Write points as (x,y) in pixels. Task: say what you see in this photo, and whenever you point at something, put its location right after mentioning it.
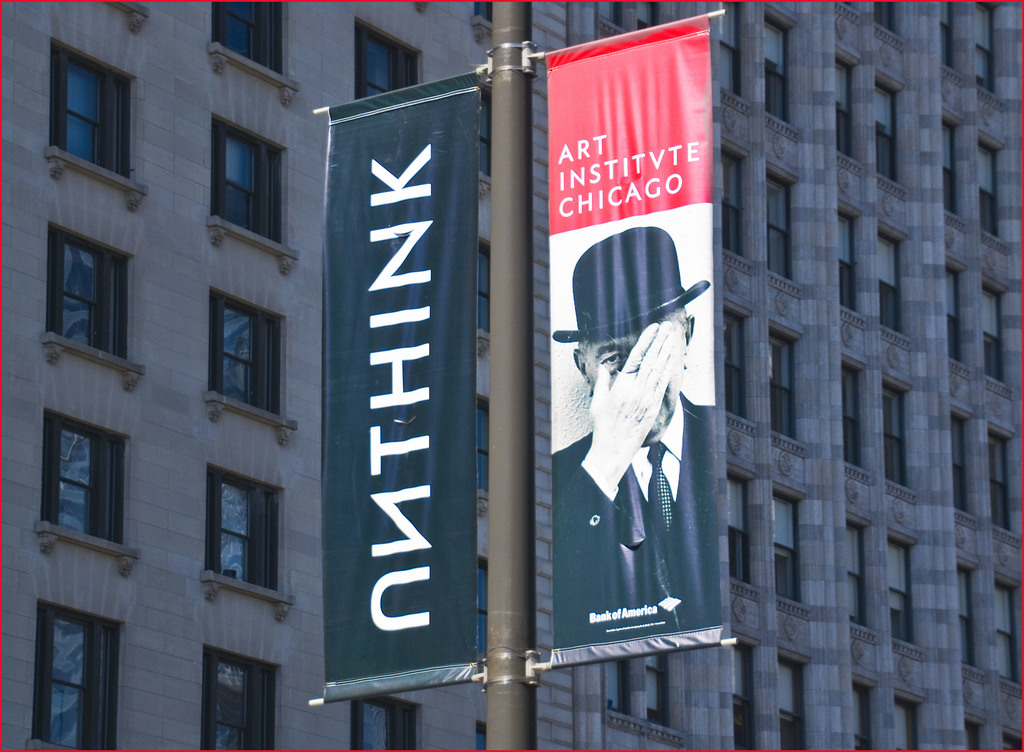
This picture seems to be an edited image and the picture is clicked outside. In the center (565,471) we can see a pole (526,478) and the banners (623,178) attached to the pole (508,590) and we can see the text (629,162) and a picture (631,300) of a person (642,500) wearing suit (689,464) and hat (656,251) on the banners (564,142). In the background (233,311) we can see the building (233,311) and the windows (211,373) of the building (842,203).
